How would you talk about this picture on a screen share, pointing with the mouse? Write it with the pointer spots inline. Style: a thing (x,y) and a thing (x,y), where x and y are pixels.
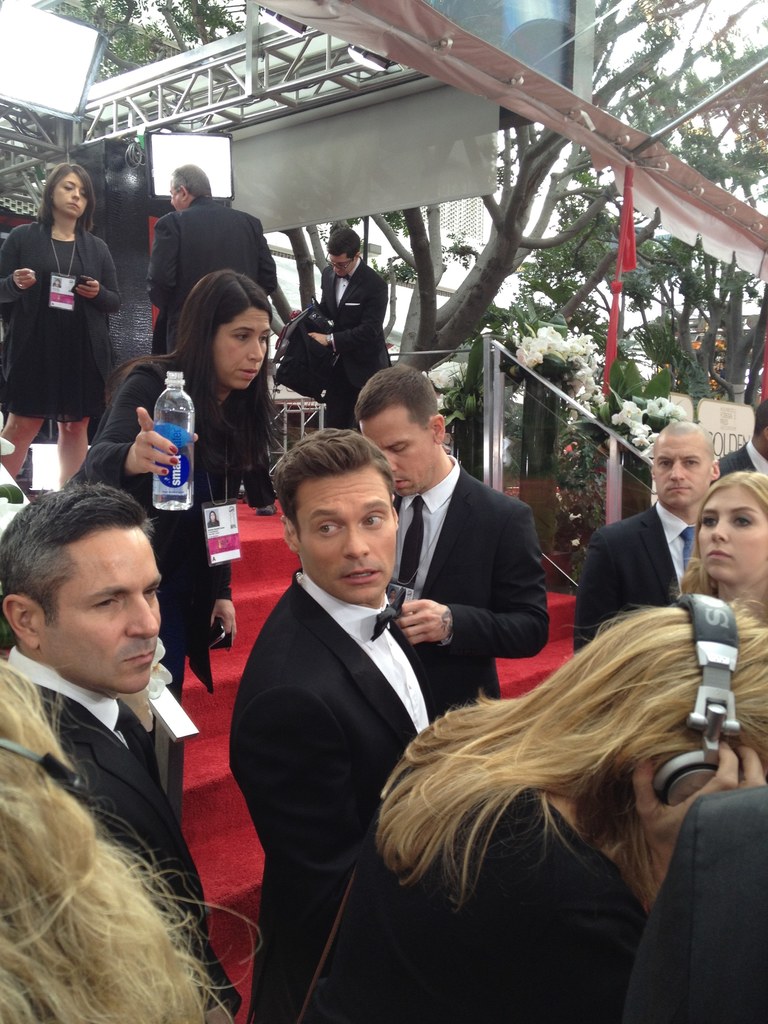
In the foreground (240,726) I can see a crowd (451,832) on the steps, bottle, metal rods (240,69), screen (344,144) and tent (388,31). In the background (572,229) I can see trees (613,229), flowering plants (540,330), lights (167,159) and the sky (505,282). This image is taken may be during a day.
